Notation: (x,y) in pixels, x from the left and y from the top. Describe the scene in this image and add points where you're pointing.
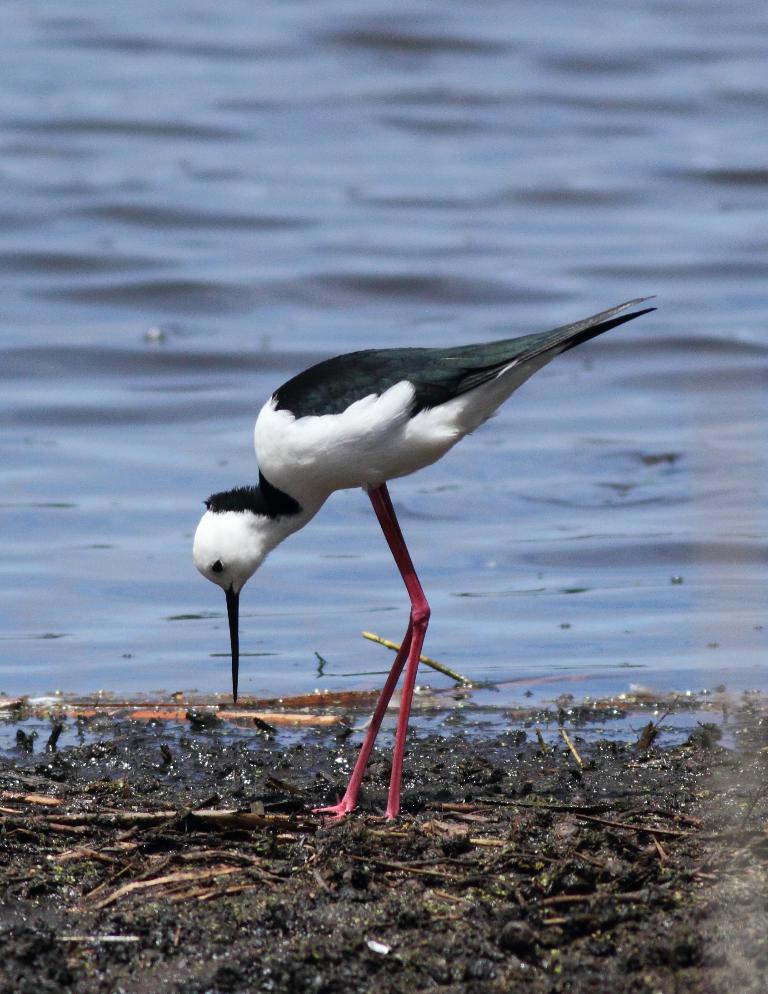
In the picture we can see a bird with a long legs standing on the mud surface (424,786) and the bird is white in color with some part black and just beside the bird (399,776) we can see a water (543,91).
